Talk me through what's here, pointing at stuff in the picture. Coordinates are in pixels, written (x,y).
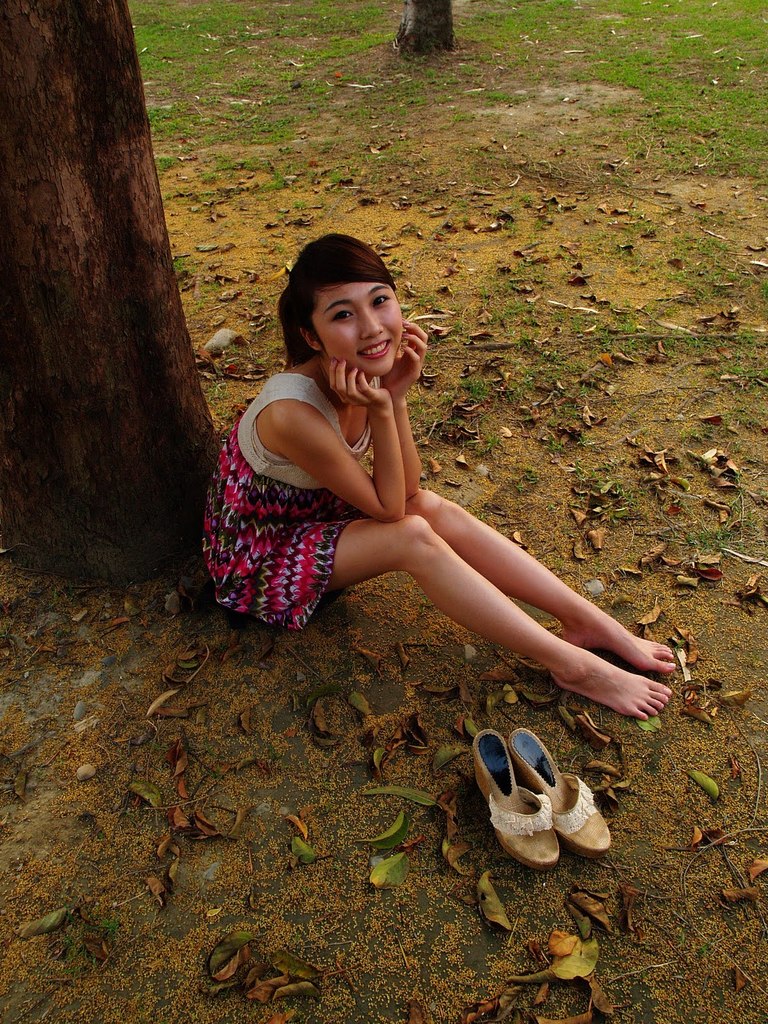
In this image there is a woman (403,516) sitting on the surface (127,768), beside the women (493,614) there are a pair of sandals (553,792), behind the woman (255,538) there is a trunk (139,382) of a tree (139,382), at the top of the image (434,31) there is another trunk (424,34) of a tree (422,24), on the surface (385,259) there are dry leaves (240,294).
